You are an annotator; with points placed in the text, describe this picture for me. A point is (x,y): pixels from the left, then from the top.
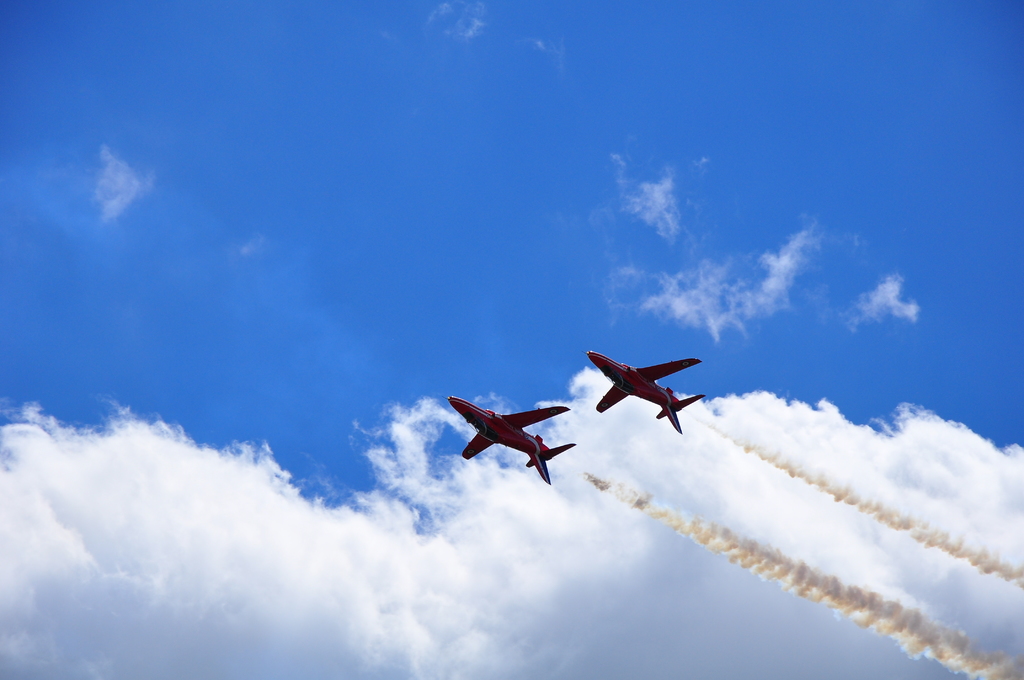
In this picture we can see two planes (558,409) are in the air (497,448) and we can see clouded sky (491,545).
